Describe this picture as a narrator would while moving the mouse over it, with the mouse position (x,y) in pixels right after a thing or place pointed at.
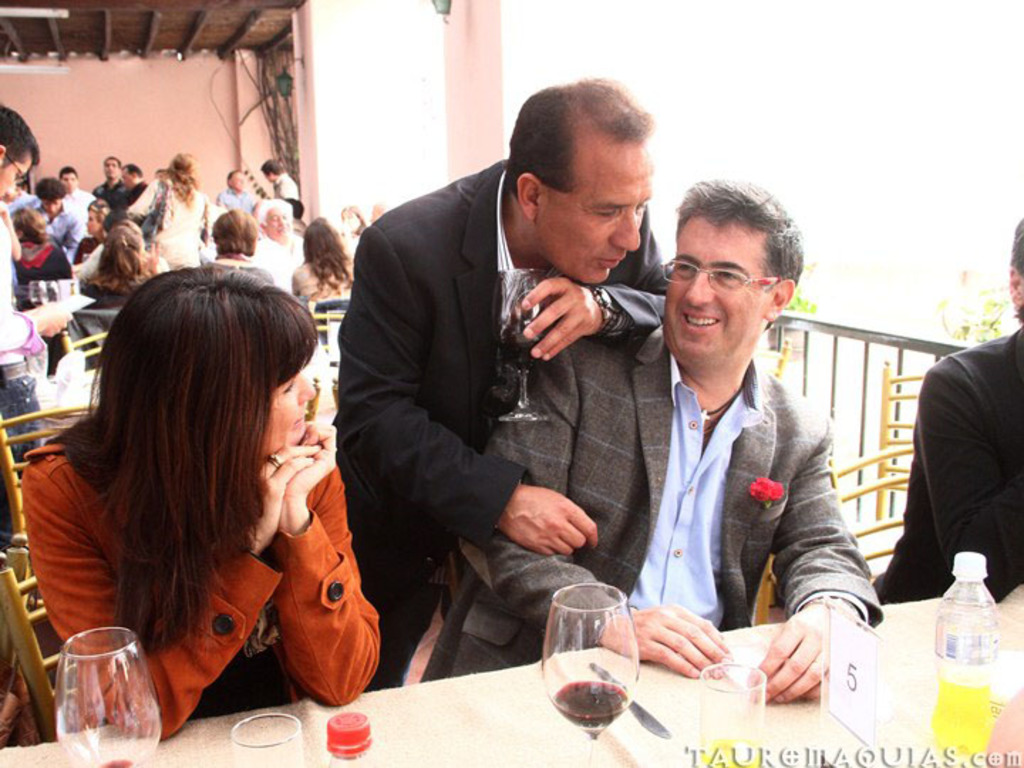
In this image, There is a table (901,735) which is in yellow color on that table (923,718) there are some glasses (110,732) and there is a bottle (963,671) which is in yellow color, There are some people (1009,549) sitting on the chair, In the middle (479,504) there is a man (390,454) standing and he is holding a glass (516,367), In the background (335,282) there are some people (115,295) sitting on the chairs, There is a wall (217,111) in pink color, There is a brown color roof (124,40).
